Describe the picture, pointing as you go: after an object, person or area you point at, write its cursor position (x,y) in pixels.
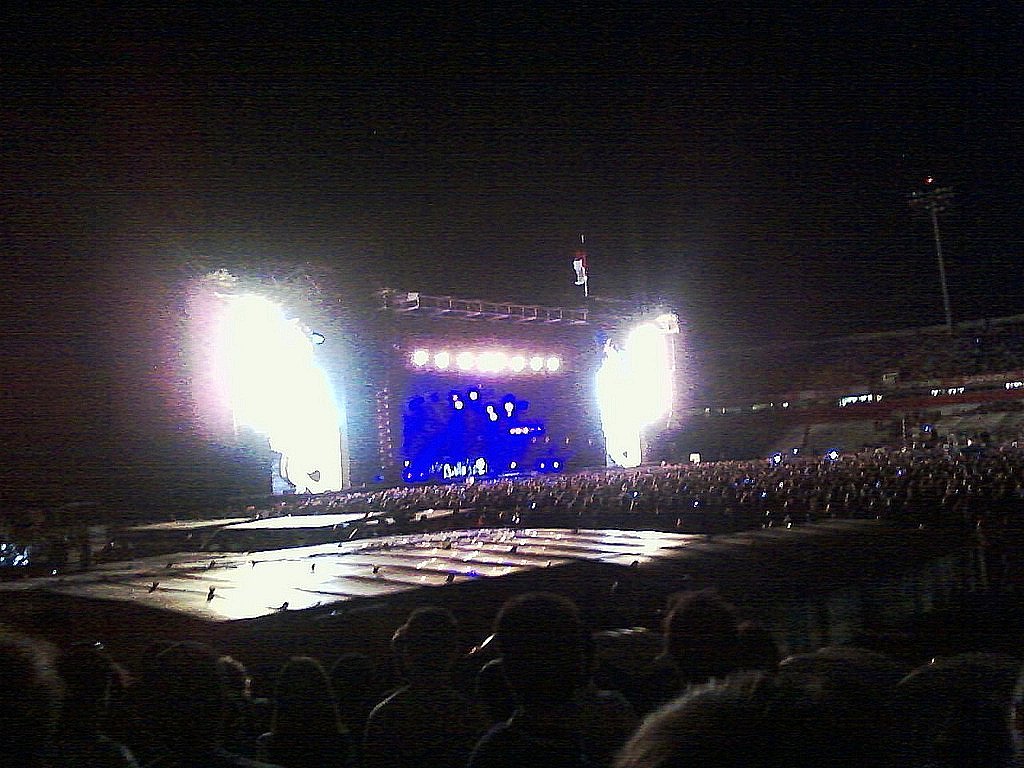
In this picture we can see some people (791,500), in the background (453,429) there is a screen (476,434) and some lights (601,397), on the right side (937,222) there is a pole (944,274), we can see a dark background (434,91).
